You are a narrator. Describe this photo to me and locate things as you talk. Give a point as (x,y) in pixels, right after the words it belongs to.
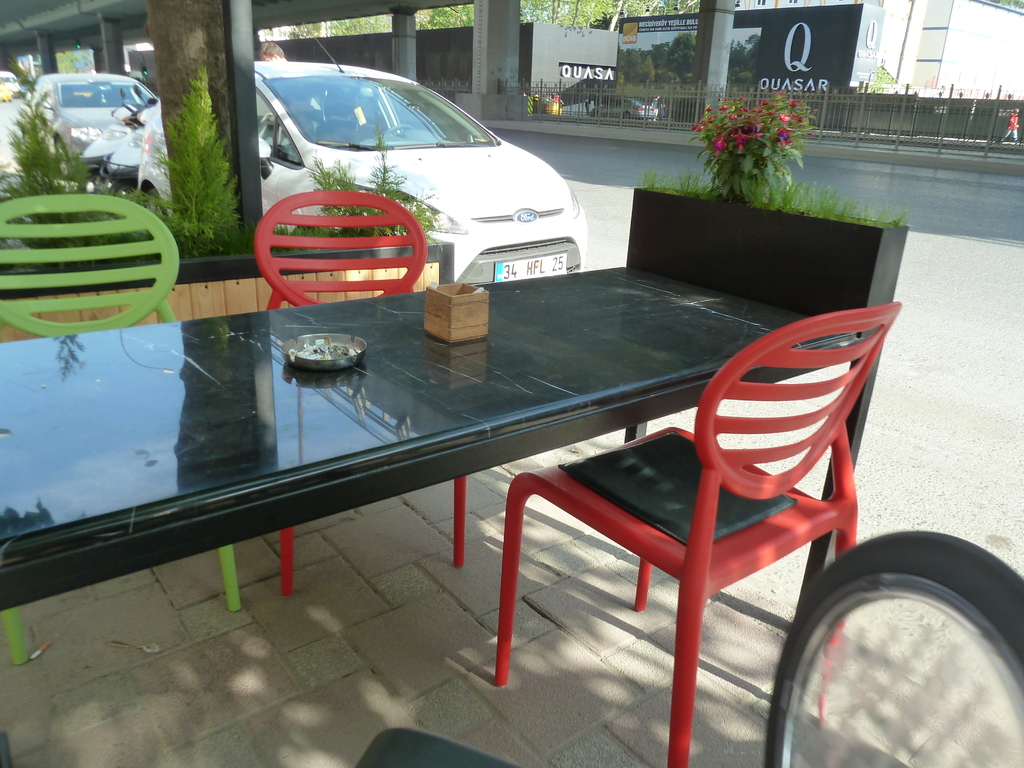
There is a black table (440,368) which has chairs (327,240) on either side of it and there are cars (102,106) and trees (187,137) behind it.
